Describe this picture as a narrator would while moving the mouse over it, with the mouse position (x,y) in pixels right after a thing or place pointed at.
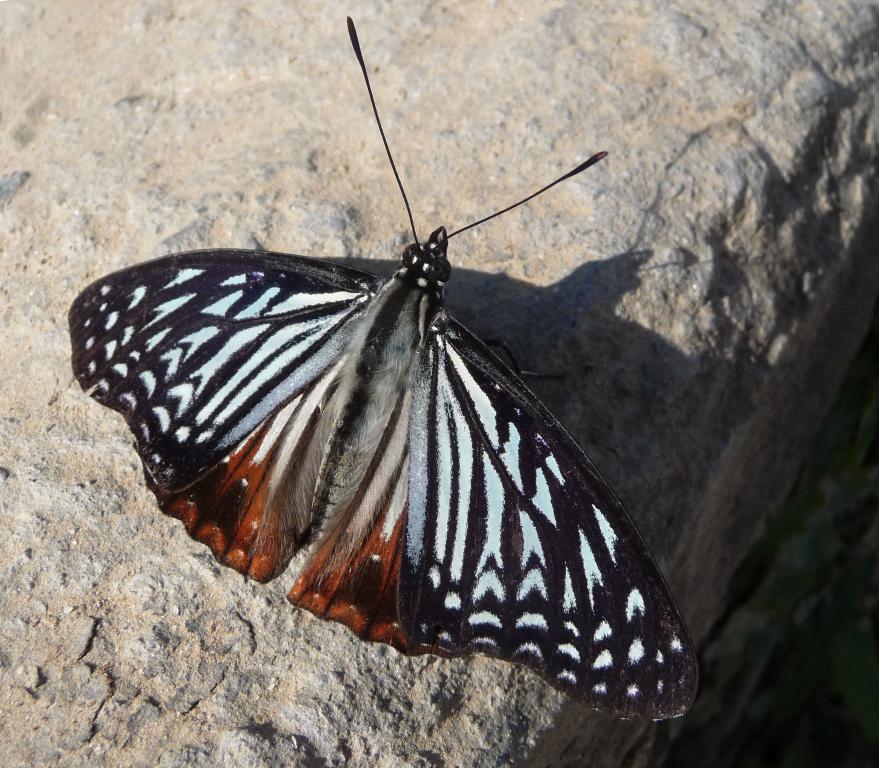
In the middle of this image (350,430), there is a butterfly (196,364) on a wall (294,176). And the background (611,217) is gray in color.
